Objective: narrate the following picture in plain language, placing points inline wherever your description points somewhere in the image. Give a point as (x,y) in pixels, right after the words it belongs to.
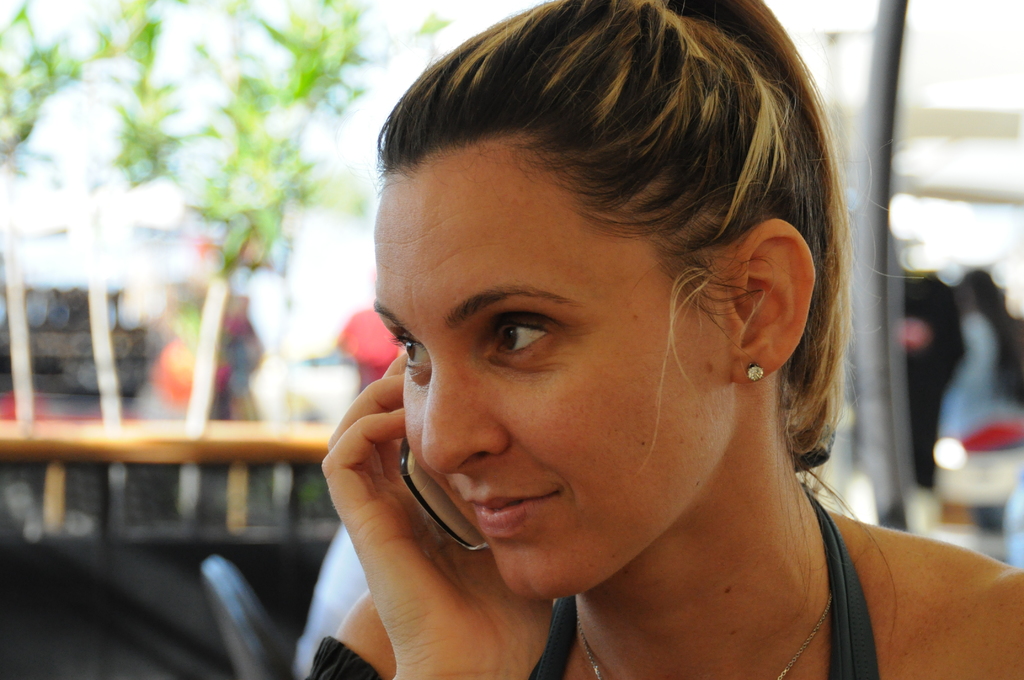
In this image we can see a woman (901,582) holding a phone (413,477) and keeping it near to the ear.
